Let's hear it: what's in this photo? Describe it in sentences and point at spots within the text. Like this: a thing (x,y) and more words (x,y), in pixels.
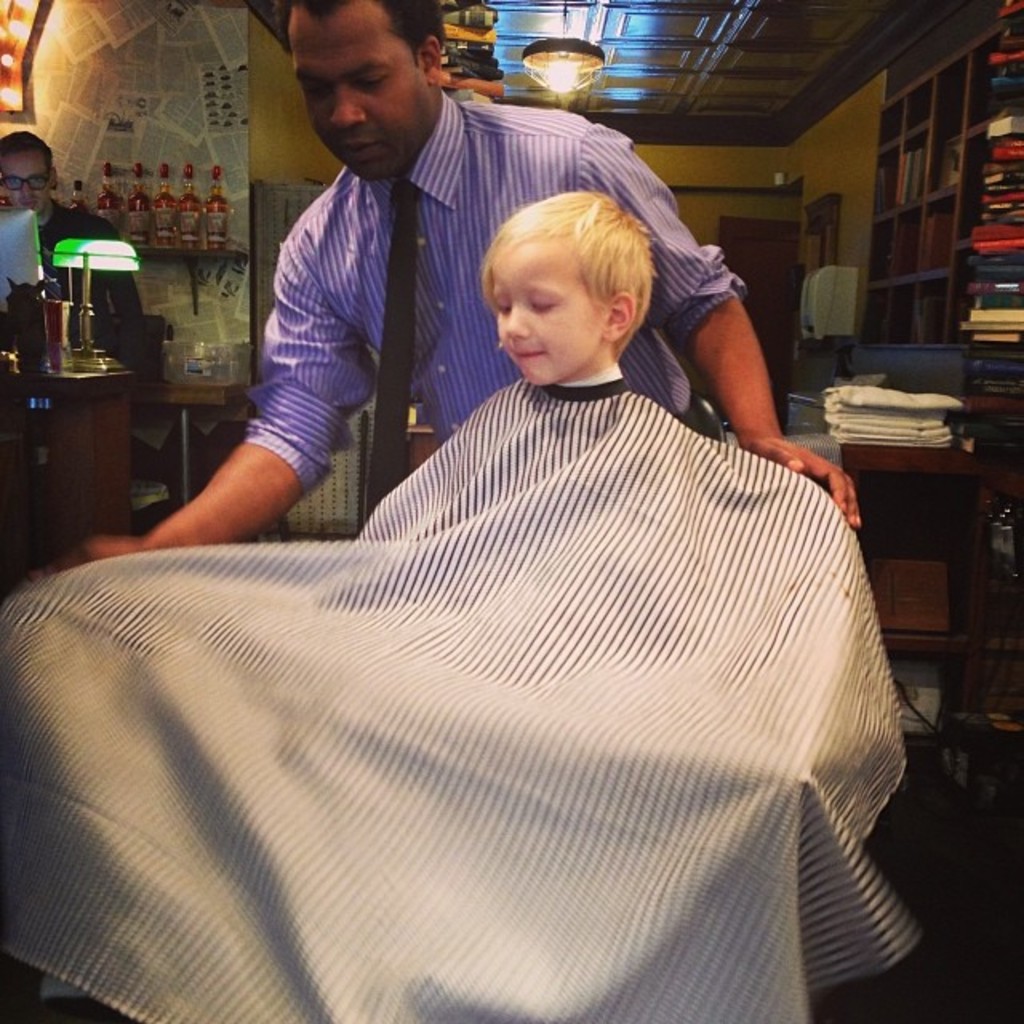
In this image we can see two men (405,117) and a kid (390,626). Here we can see cloths (617,744), books (990,414), racks (908,340), bottles (162,197), lamp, and few objects (18,257). In the background (40,110) we can see wall (749,206), ceiling (787,39), and lights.
